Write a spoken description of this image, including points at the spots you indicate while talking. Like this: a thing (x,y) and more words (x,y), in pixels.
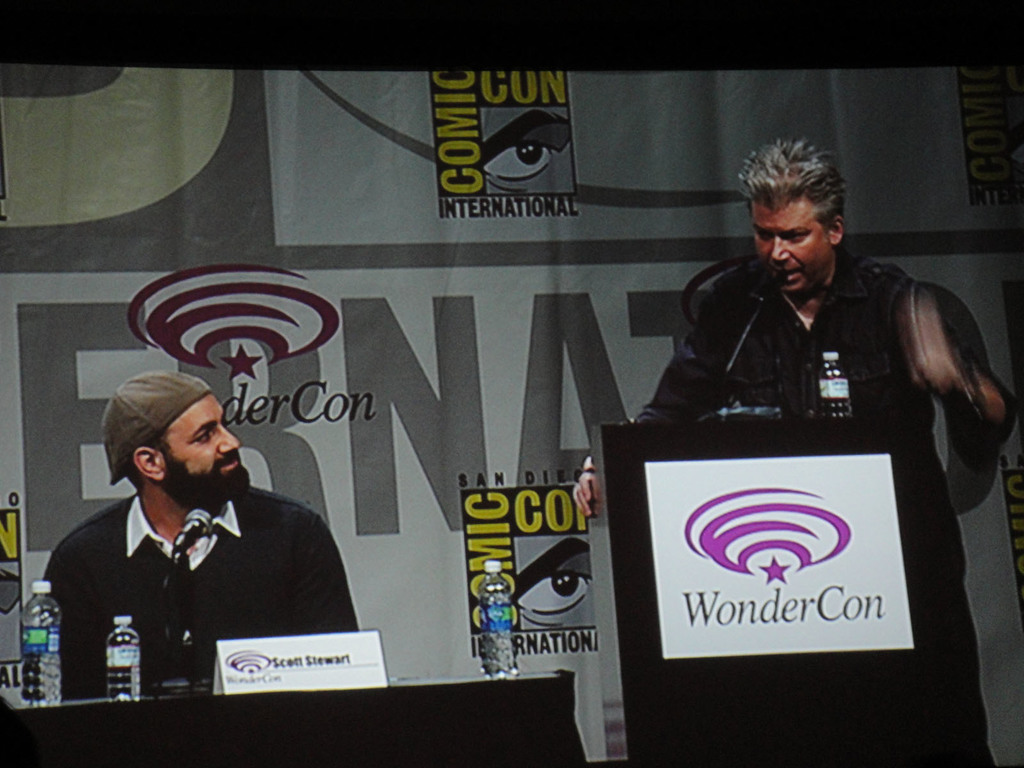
The man (898,382) on the right side (854,342) who is wearing a black shirt (862,390) is standing. In front of him, we see a podium (790,462) on which water bottle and microphone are placed. He is talking on the microphone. On the left side (236,513), we see a man (225,525) in black jacket (103,573) is sitting on the chair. He is smiling. In front of him, we see a table (414,747) on which water bottles (60,648) and name board (239,678) are placed. In the background (306,379), we see a banner (424,251) with some text (413,374) written on it.
